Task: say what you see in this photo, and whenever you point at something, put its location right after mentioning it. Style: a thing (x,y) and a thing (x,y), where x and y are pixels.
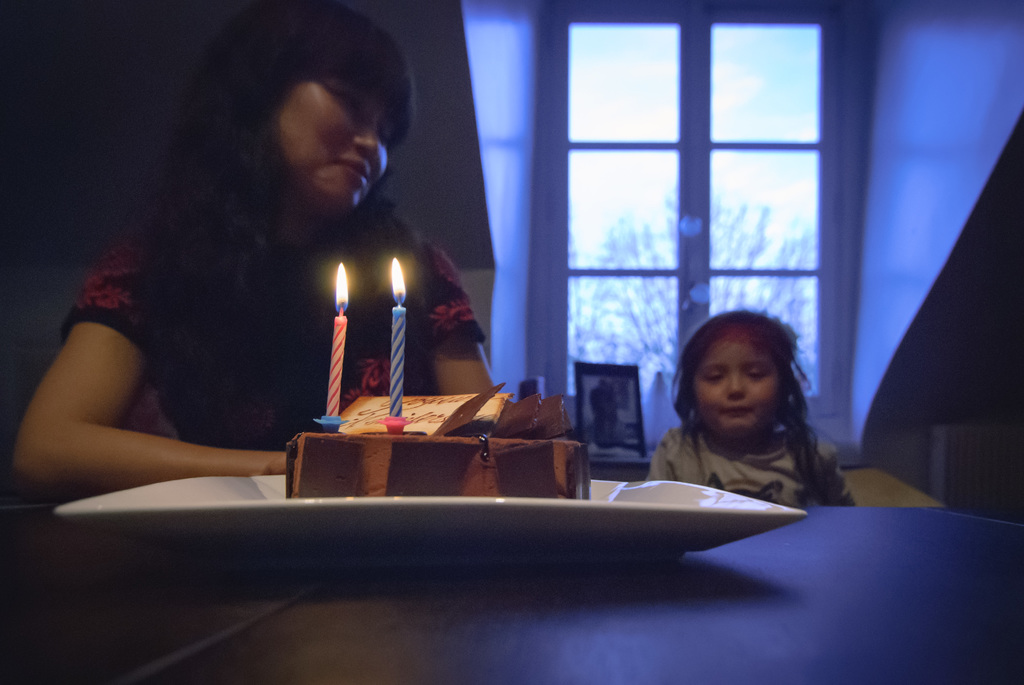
On the bottom of this image (372,649) I can see a table (422,642), there is a plate (463,537) and one cake (384,476) is placed on the table (517,586). Beside the table (513,604) there is a woman (194,339) and one baby (707,450). The woman (456,361) is looking at the baby (698,369). There are two candles (400,383) are placed on the cake (385,446). In the background (665,247) I can see a window (734,220) and there are locks (685,235) to that. Outside of this window (625,263) I can see a tree (635,306).
